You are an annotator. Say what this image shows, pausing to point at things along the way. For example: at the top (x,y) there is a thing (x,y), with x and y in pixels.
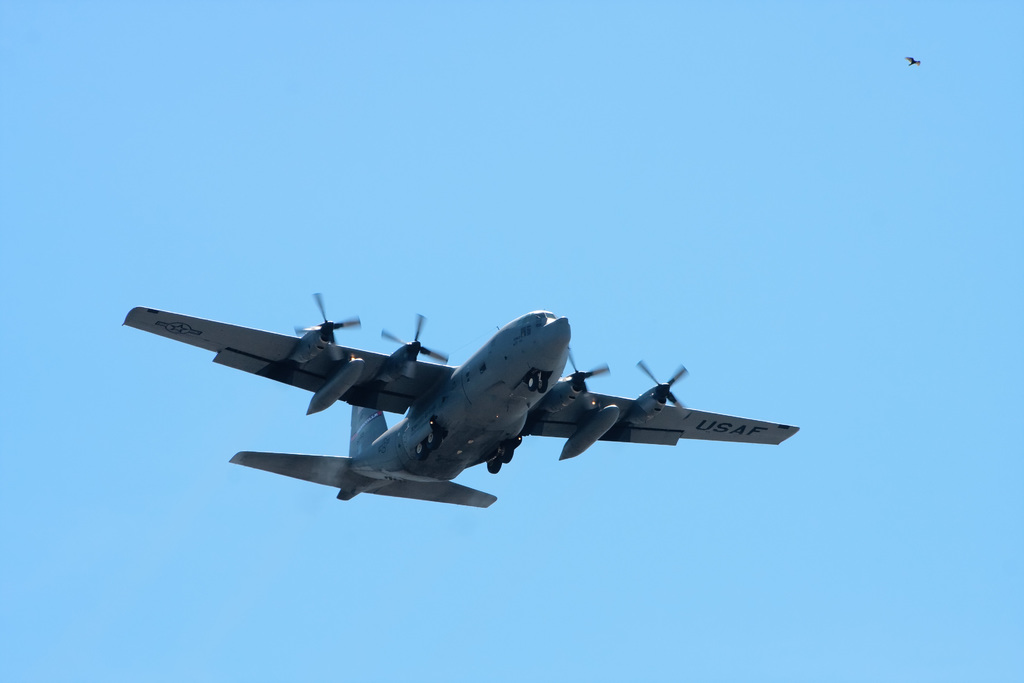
In the middle of this image (557,341) I can see an aeroplane (386,388) flying. In the background (630,175), I can see the sky (343,163) in blue color. In the top right-hand corner (909,59) there is a bird (909,61) flying.
